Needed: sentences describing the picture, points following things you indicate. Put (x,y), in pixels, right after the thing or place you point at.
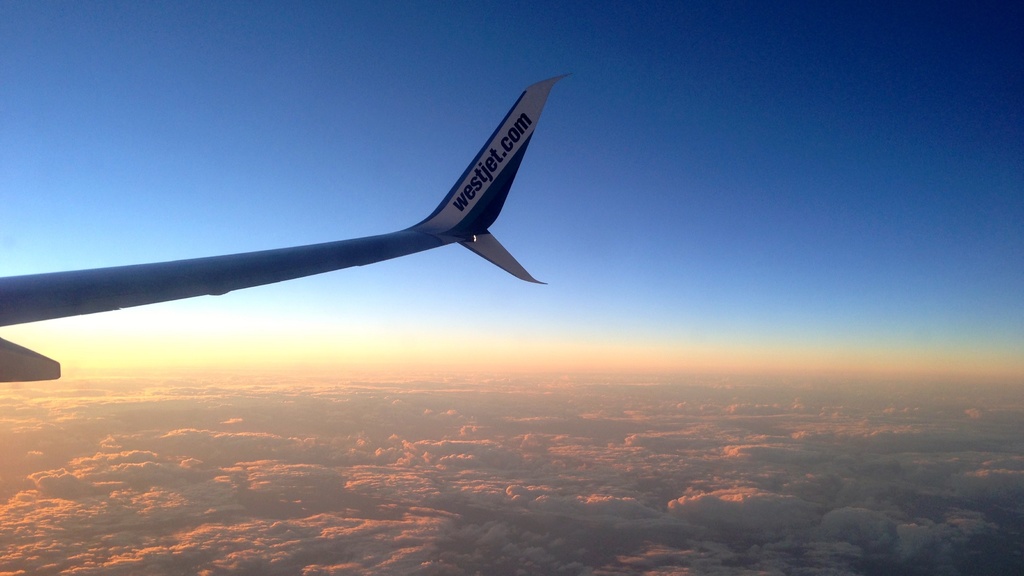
This image is taken outdoors. At the top of the image (237,117) there is a sky (769,206). On the left side of the image (92,296) there is an airplane (168,276) flying in the sky (259,248). At the bottom of the image (313,506) there are many clouds (265,462).
